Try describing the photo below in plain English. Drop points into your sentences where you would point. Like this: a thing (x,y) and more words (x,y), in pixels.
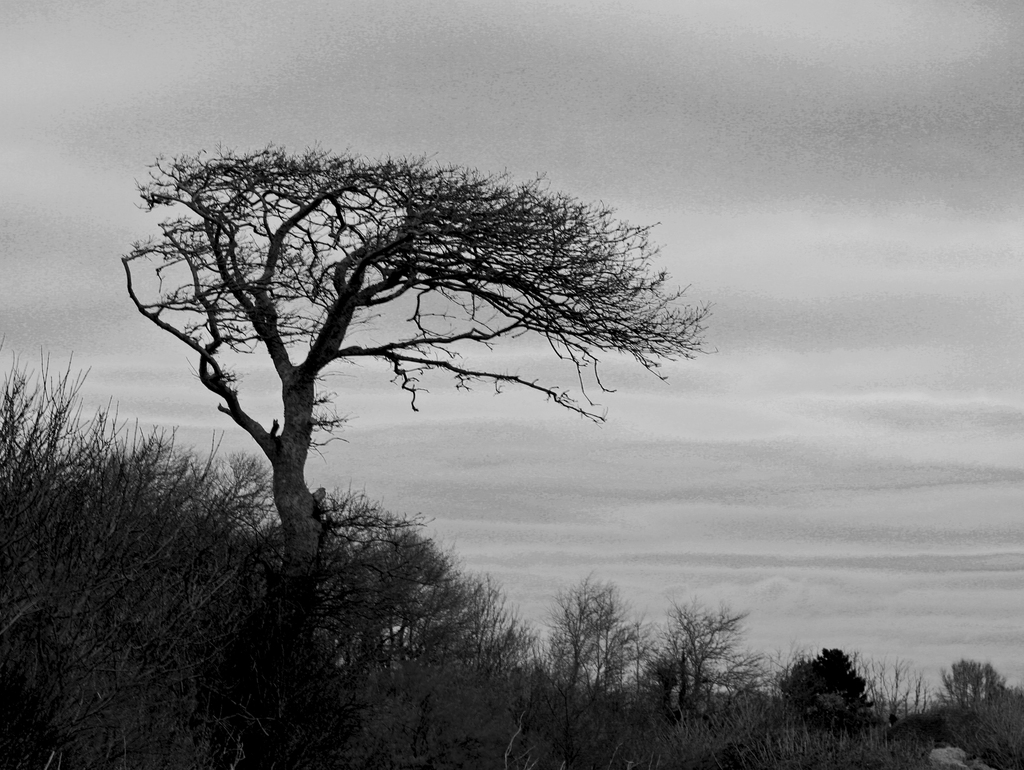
It is a black and white picture. In this image, we can see plants (589,712) and trees (336,626). Background (840,574) we can see the sky (178,174).
